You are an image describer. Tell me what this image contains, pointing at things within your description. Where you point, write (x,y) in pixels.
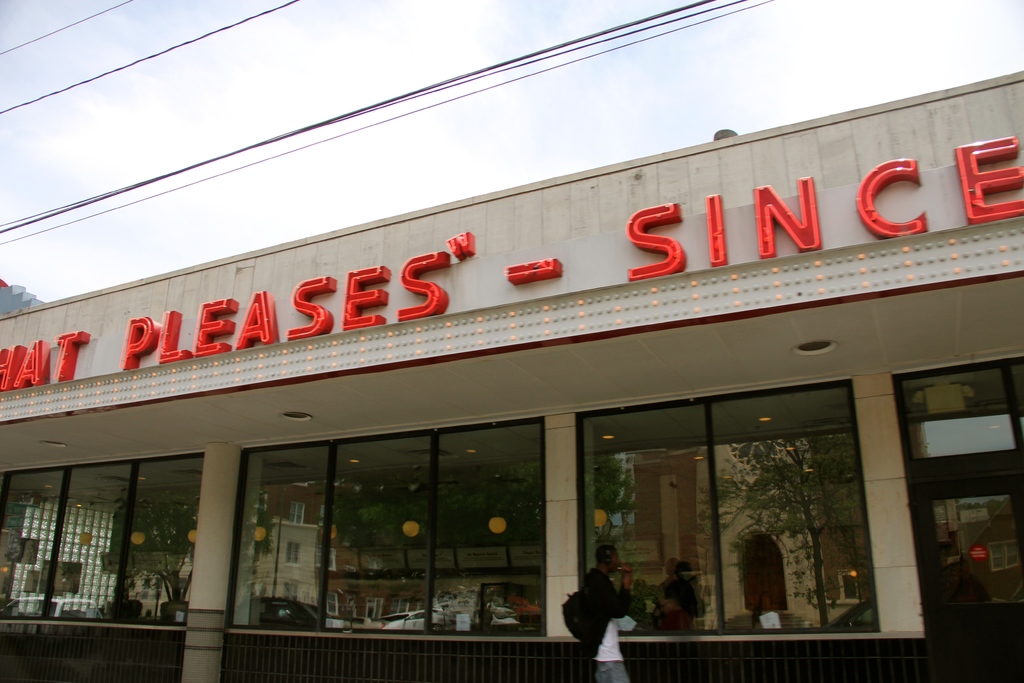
In this picture we can see a person (609,572) carrying a bag (570,611) and a building (361,388) with some text (382,299) on it. On the glass (326,485) we can see reflection (152,509) of trees (168,501), buildings (262,560), vehicles (313,609) and some objects (527,557). In the background (69,267) we can see wires (249,165) and the sky (388,149).
